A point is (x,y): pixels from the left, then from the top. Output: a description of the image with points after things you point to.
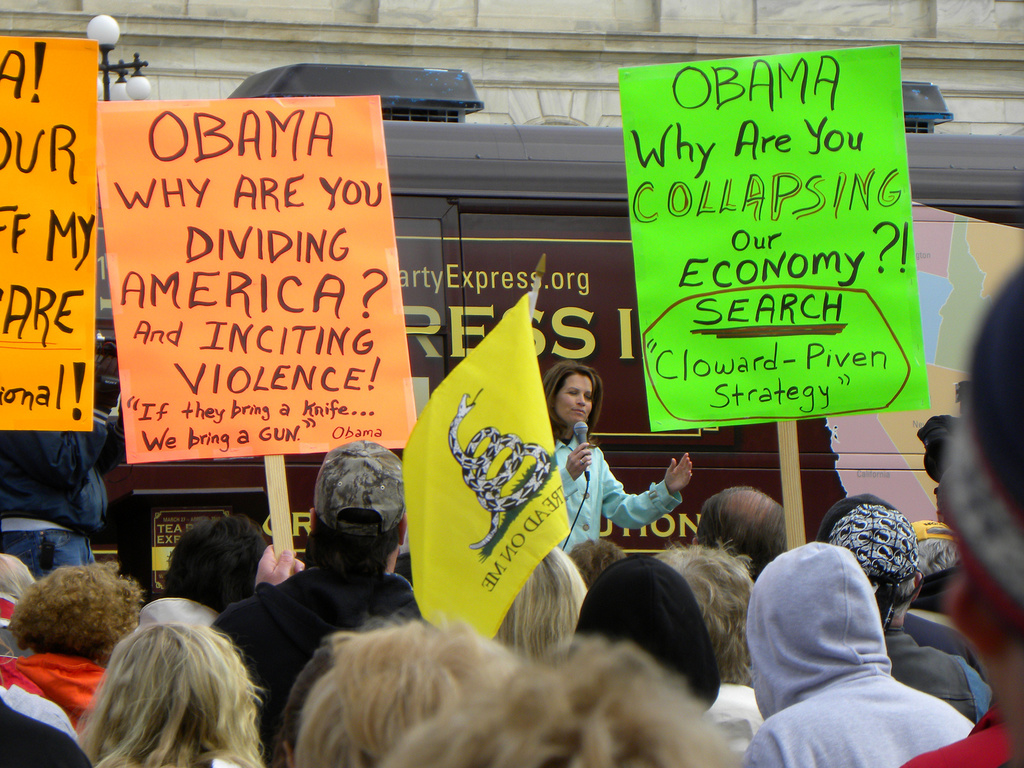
At the bottom of the image (386,601) there are people (298,580) holding placards (277,286). In the background of the image (620,147) there is van (109,317). There is a wall (514,61). In the center of the image (553,435) there is a lady (628,495) holding a mic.
